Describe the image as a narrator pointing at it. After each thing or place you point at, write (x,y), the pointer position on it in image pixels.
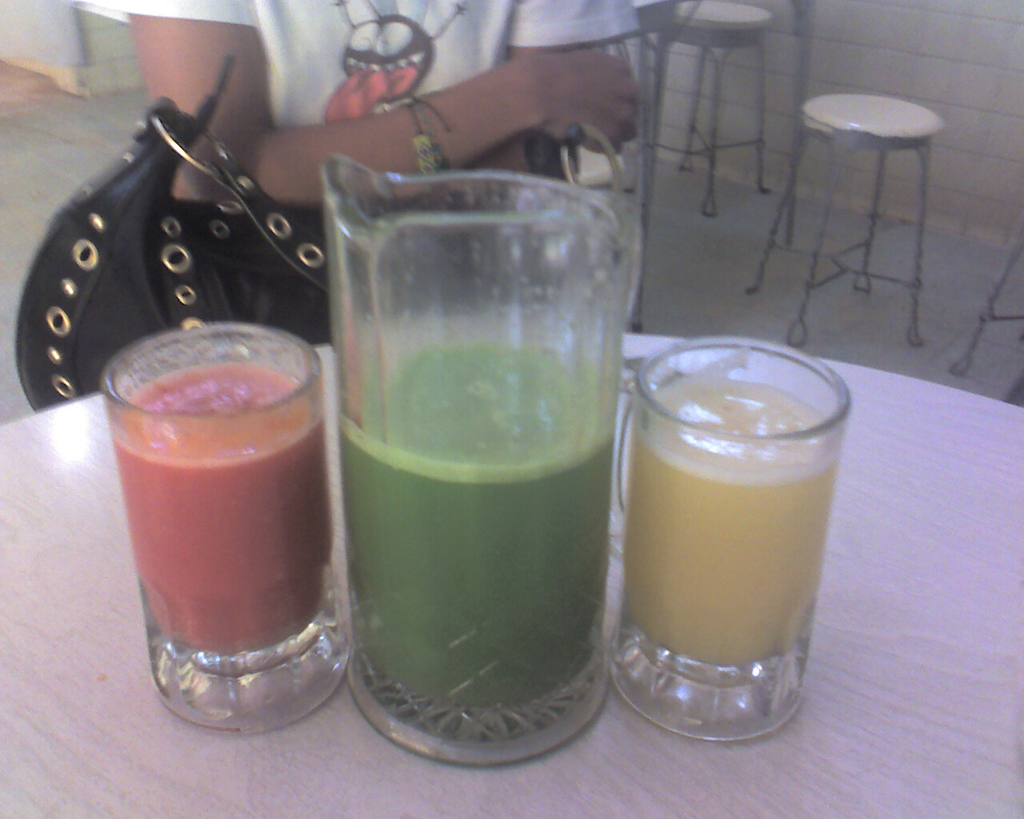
In the background (826,107) we can see stools (860,146) and objects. In this picture we can see the partial part of a person (533,4). We can see handbag (163,239) and floor (69,160). On a table (654,809) we can see glasses (545,499) and juices (287,434) in the glasses (768,528).
